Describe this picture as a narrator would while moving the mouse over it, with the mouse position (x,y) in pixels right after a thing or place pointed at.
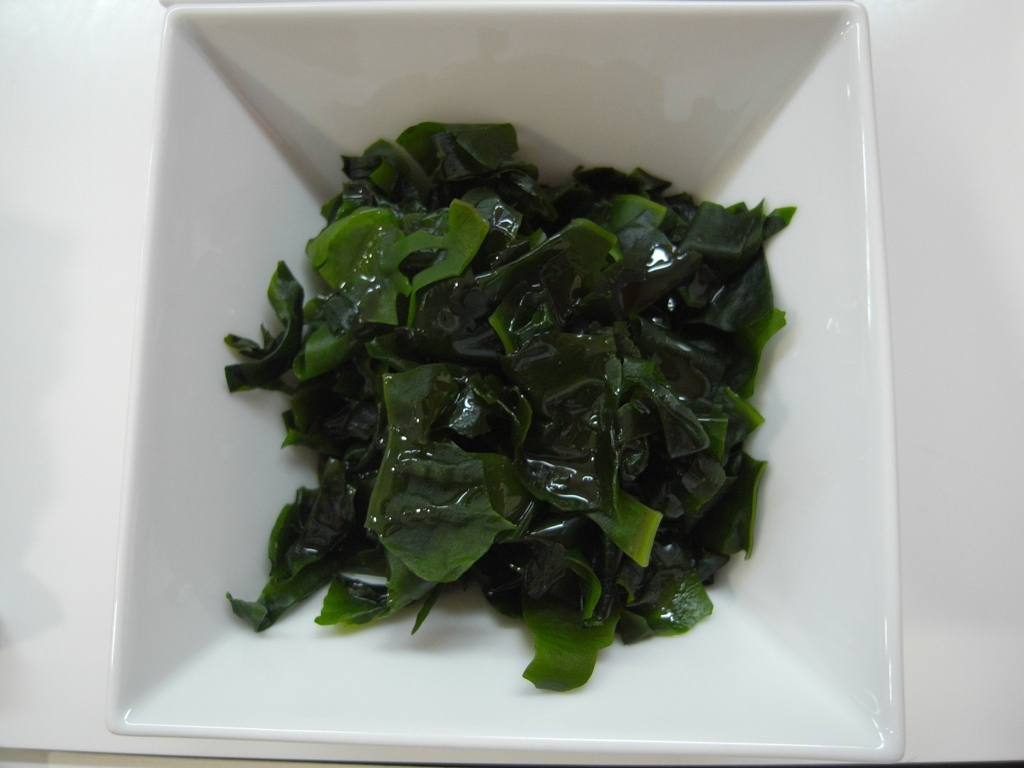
In this image I can see there is a bowl (804,547) on the table (35,49). In the bowl (499,73) there are some leafy vegetables (489,304).
